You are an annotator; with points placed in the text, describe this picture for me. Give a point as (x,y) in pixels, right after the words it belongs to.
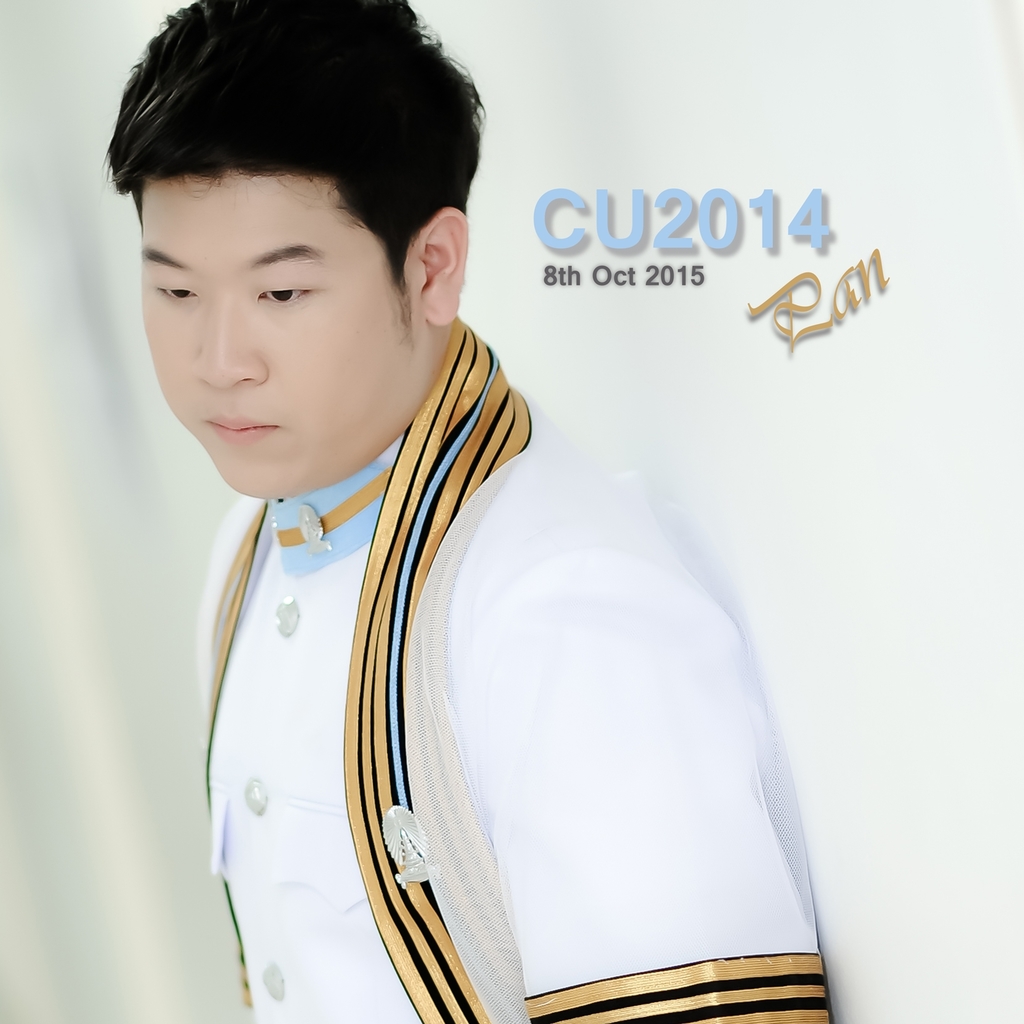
In this picture we can observe a man (255,545) wearing white and gold color dress (379,715). Behind him there is white color cloth (838,438). We can observe blue, gray and gold color words (670,229) on the image.
